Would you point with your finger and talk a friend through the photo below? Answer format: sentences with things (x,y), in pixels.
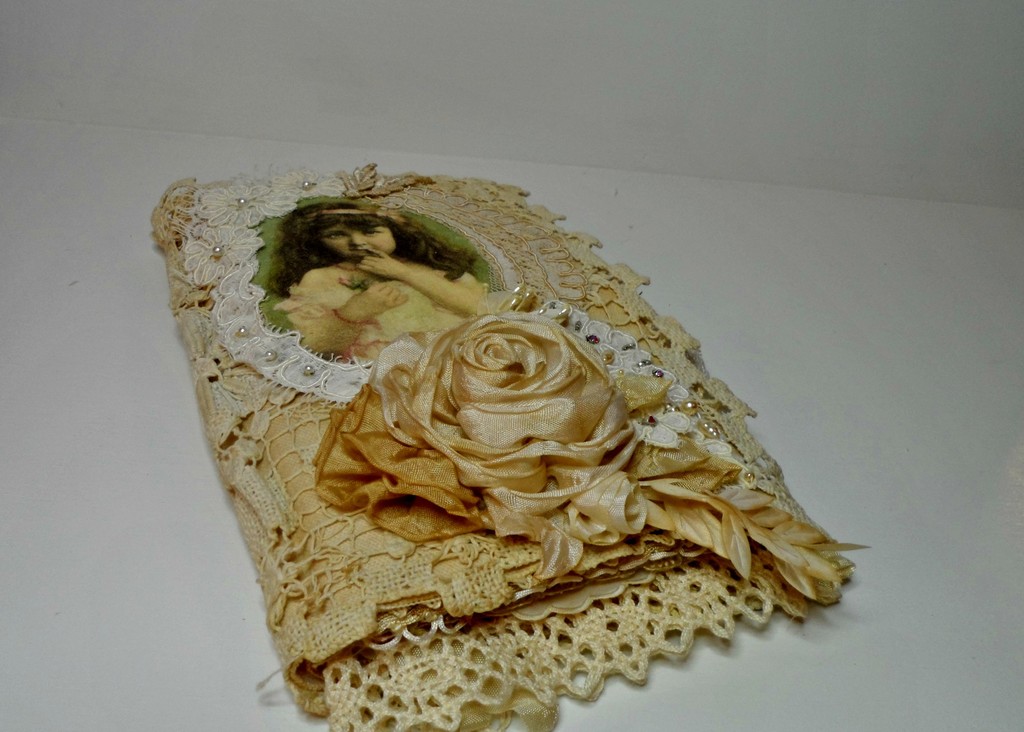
In this image we can see a lace (160,213) and the picture (377,309) of a girl (380,318) on it.
